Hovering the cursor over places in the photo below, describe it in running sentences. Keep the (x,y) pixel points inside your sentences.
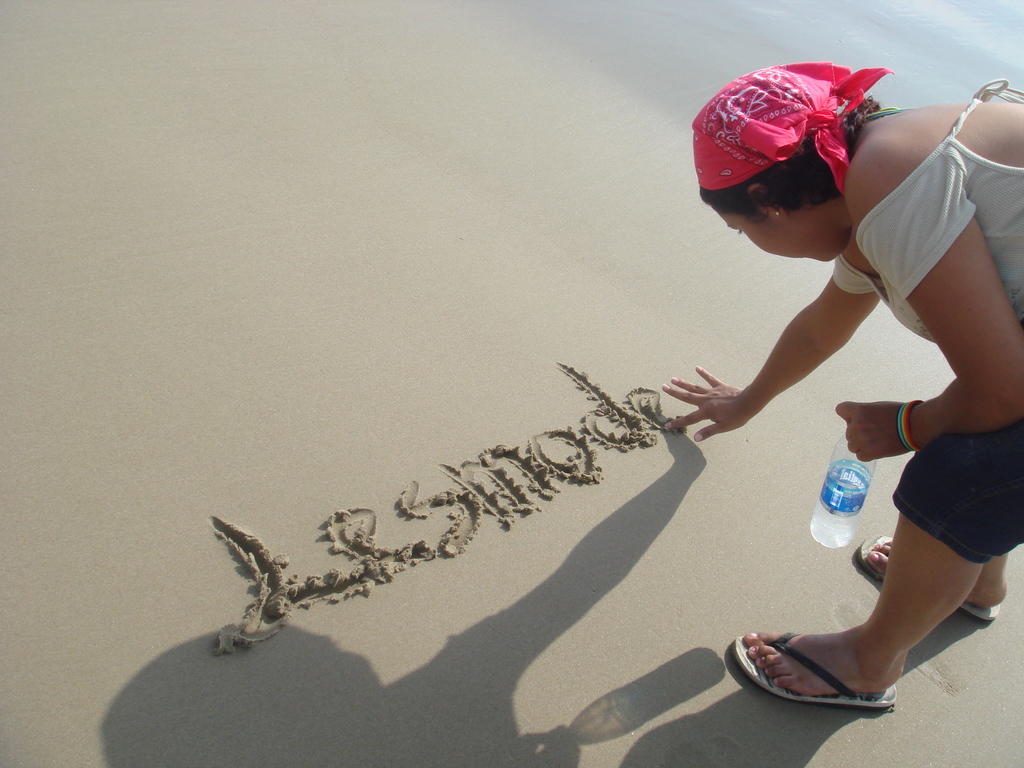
The woman (833,219) on the right corner of the picture (889,294), wearing white t-shirt (918,210) who is wearing pink color cloth (714,152) on her head (719,208) is writing something on the sand (555,475). She is even holding water bottle (839,450) in her hand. Beside her, we see water (778,60) and this water (696,95) might be at sea (653,25). This picture might be clicked at the seashore (453,437).
